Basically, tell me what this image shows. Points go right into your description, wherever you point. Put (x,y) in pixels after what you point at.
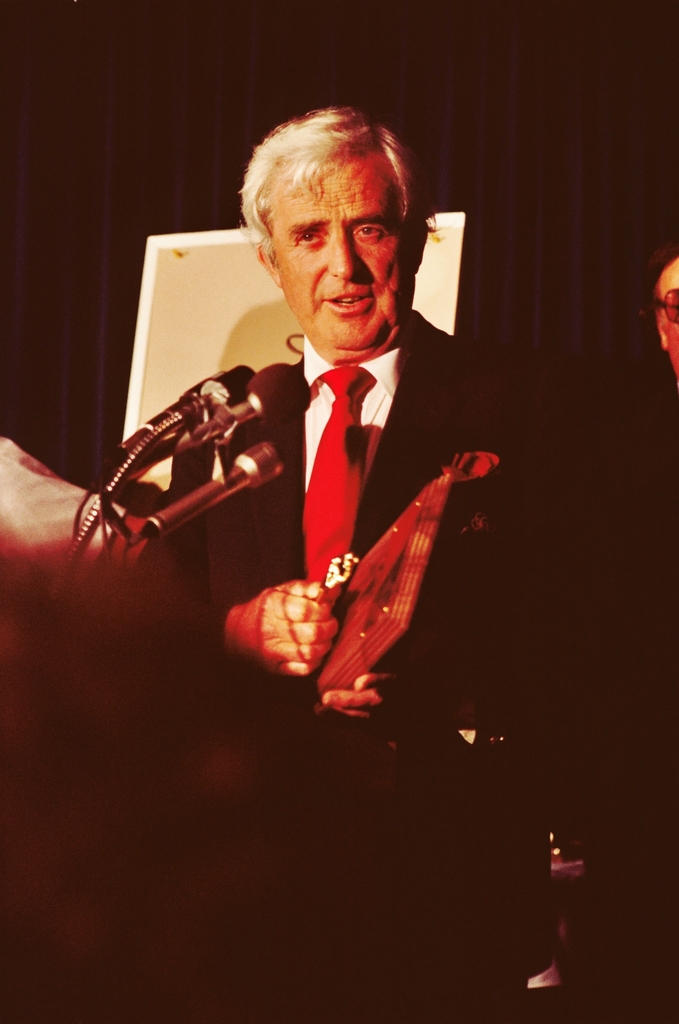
In this image I can see a person (389,392) visible in front of mike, background (555,27) is dark, on the right side (673,328) it might be a person (673,328).
